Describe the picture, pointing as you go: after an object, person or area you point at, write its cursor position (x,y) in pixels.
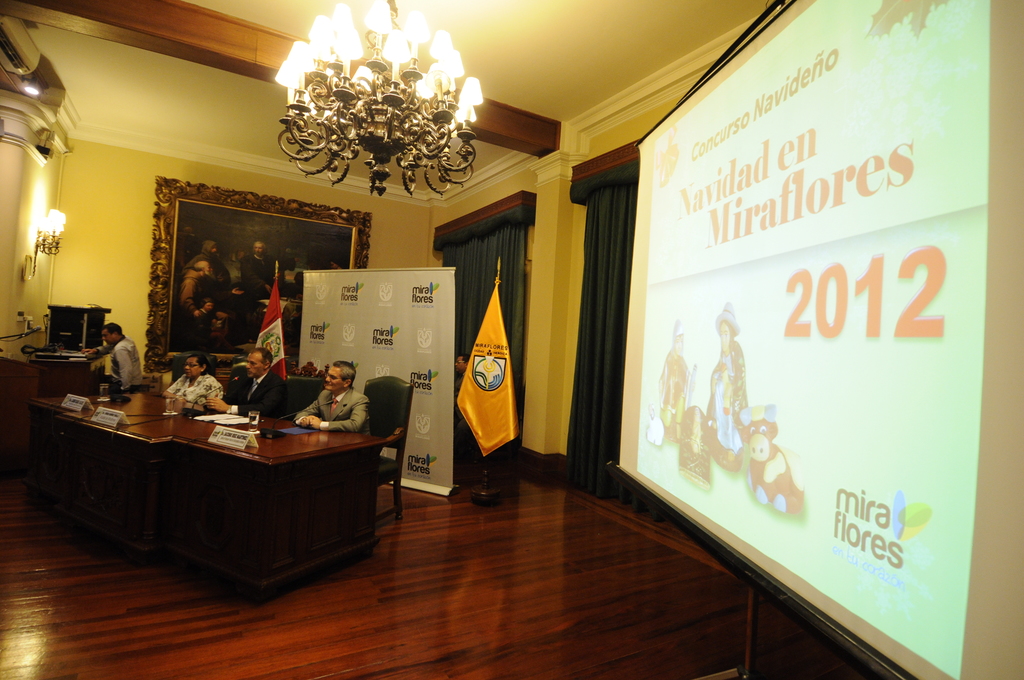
This is an inside view of a room (769,142). On the right side (915,353) there is a screen (748,220). On the left side (329,419) few people (178,387) are sitting on the chairs (379,423) in front of the table (171,418). On the table (187,428) there are few name boards (231,440), glasses (169,404) and few papers (233,419). These people (310,416) are facing towards the left side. At the back of these people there is a banner (349,340) and two flags (488,383). In the background (285,280), I can see a frame (194,225) is attached to the wall (103,198) and also there are two curtains (523,258). At the top of the image (411,120) there is a chandelier (403,154) to the roof (536,44).
